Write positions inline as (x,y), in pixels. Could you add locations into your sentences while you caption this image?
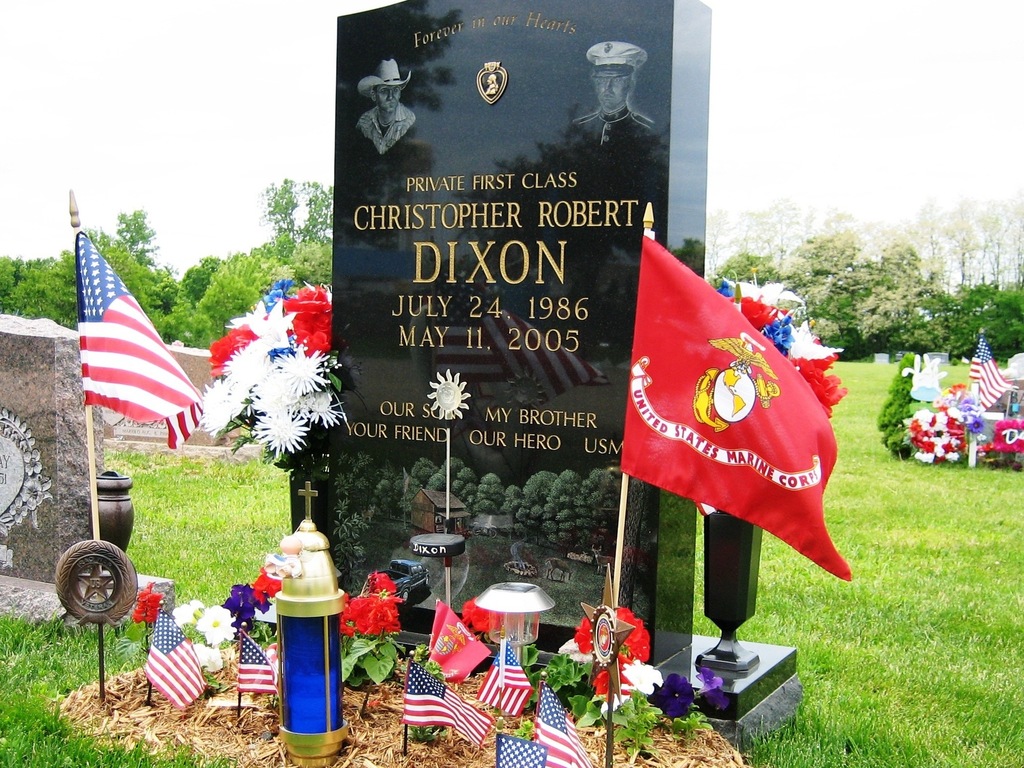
In the center of the image (386,337) there is a grave (554,648). On the both sides we can see flags (138,378). In the background (851,392) there is a grass (851,392), trees (782,272) and sky (768,98).
